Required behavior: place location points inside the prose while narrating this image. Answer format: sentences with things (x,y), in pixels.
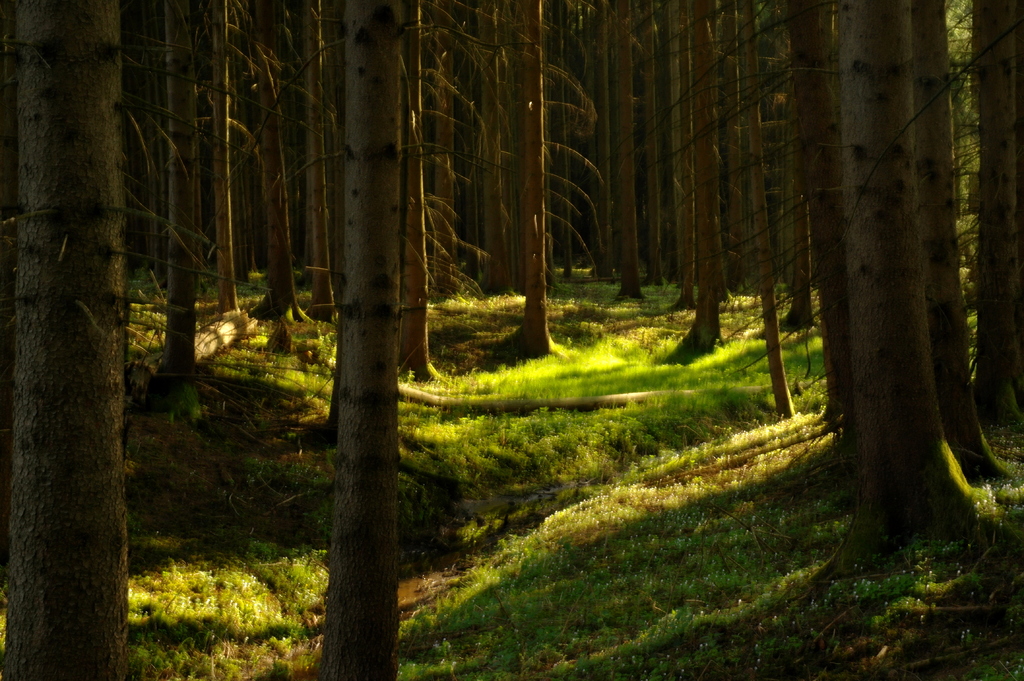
In this image we can see trees (528,240) and grass (464,478).
